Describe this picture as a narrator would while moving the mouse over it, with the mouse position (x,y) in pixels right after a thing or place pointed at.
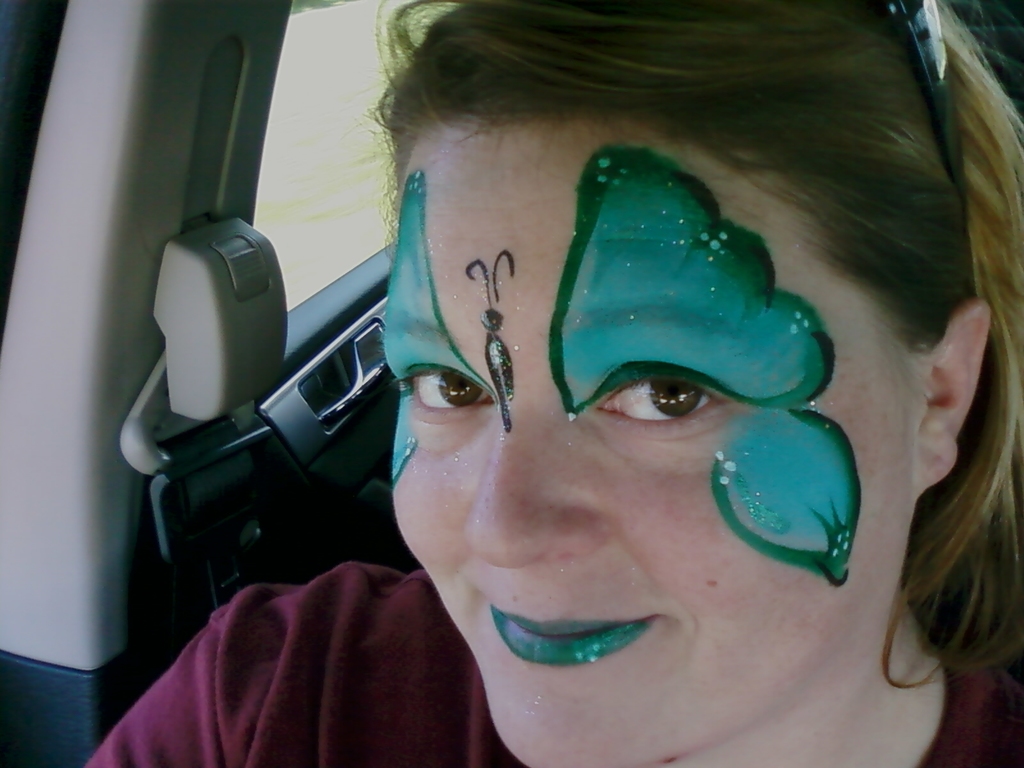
In this image there is a woman (459,536) sitting in the vehicle (244,515). She has a painting (642,378) on her face (529,397). Beside her there is a seat belt (186,419).
